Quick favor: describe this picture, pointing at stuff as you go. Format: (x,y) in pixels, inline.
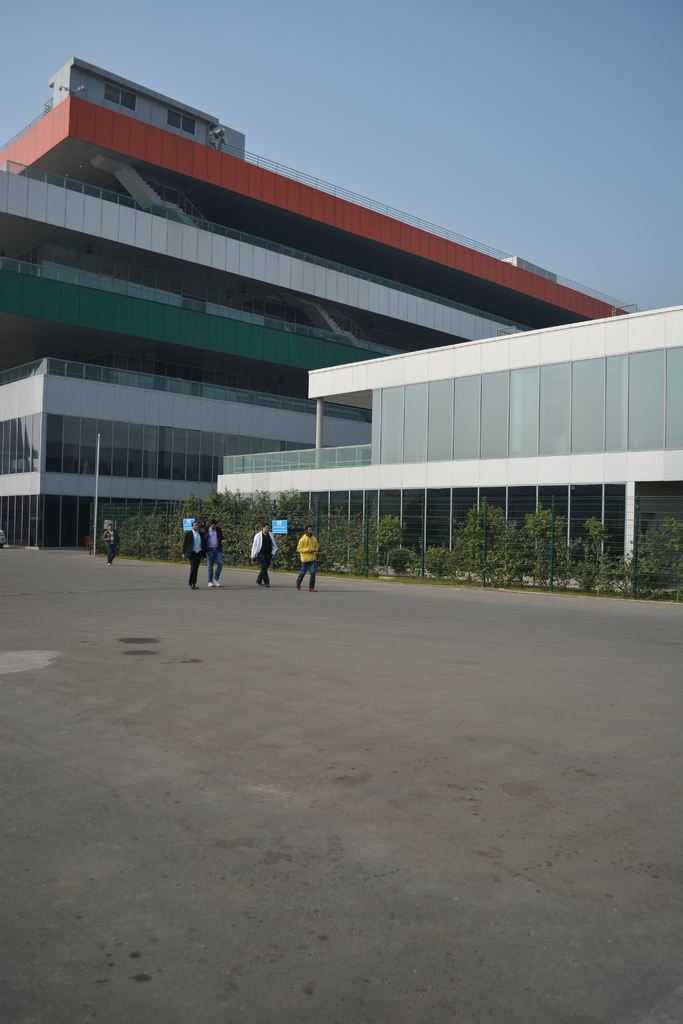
In this picture there are few persons (261,553) walking on the road (335,589) and there are few plants (373,563) beside them and there are two buildings (365,316) in the background (340,336).
